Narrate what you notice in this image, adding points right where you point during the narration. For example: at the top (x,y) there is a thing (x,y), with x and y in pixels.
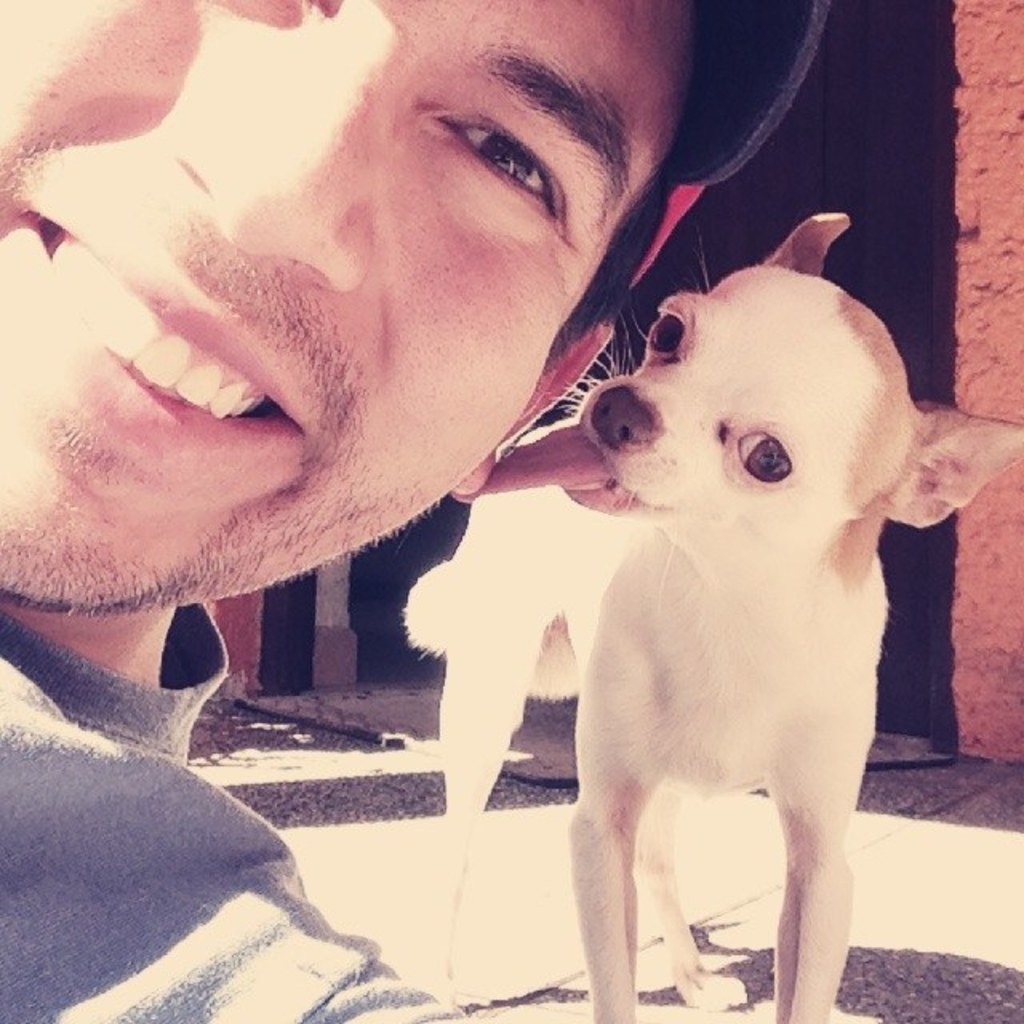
In this image i can see a man (150,167) smiling beside a man (284,388) there is a dog (741,537) at the back ground (968,268) i can see a wall (980,274).
